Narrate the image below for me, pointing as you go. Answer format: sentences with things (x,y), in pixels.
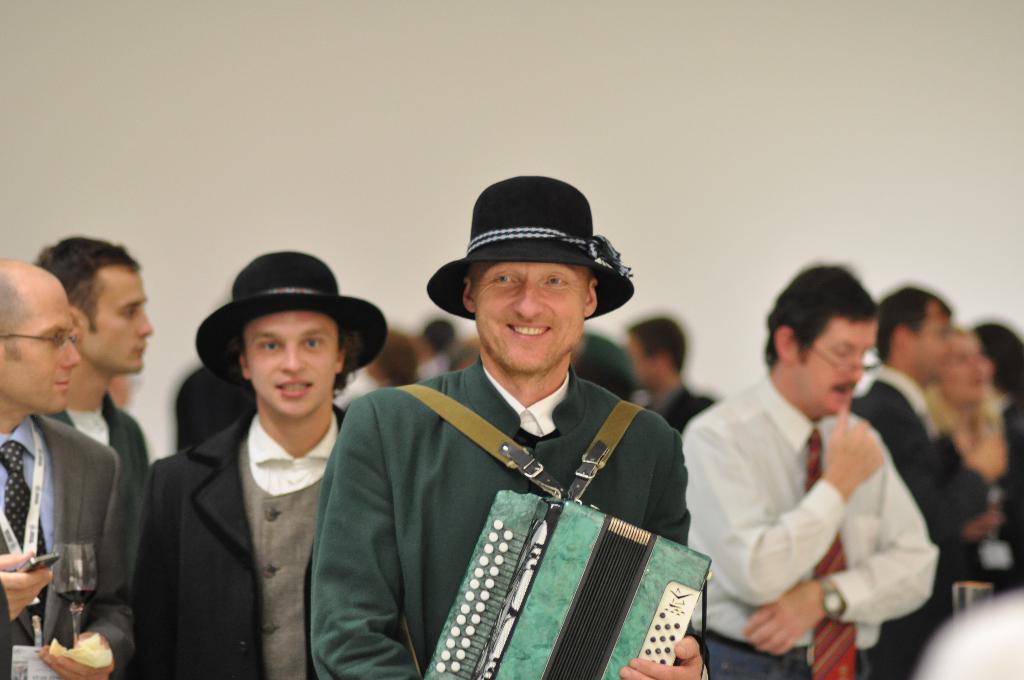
In this picture I can see there is a person (529,288) standing at the center (529,274), he is wearing a cap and playing an accordion (571,542). There is a person (48,618) standing at left (48,618), holding the wine glass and there are a few more people (281,452) in the backdrop (217,448) and there is a white wall (473,132) in the backdrop (722,150).
